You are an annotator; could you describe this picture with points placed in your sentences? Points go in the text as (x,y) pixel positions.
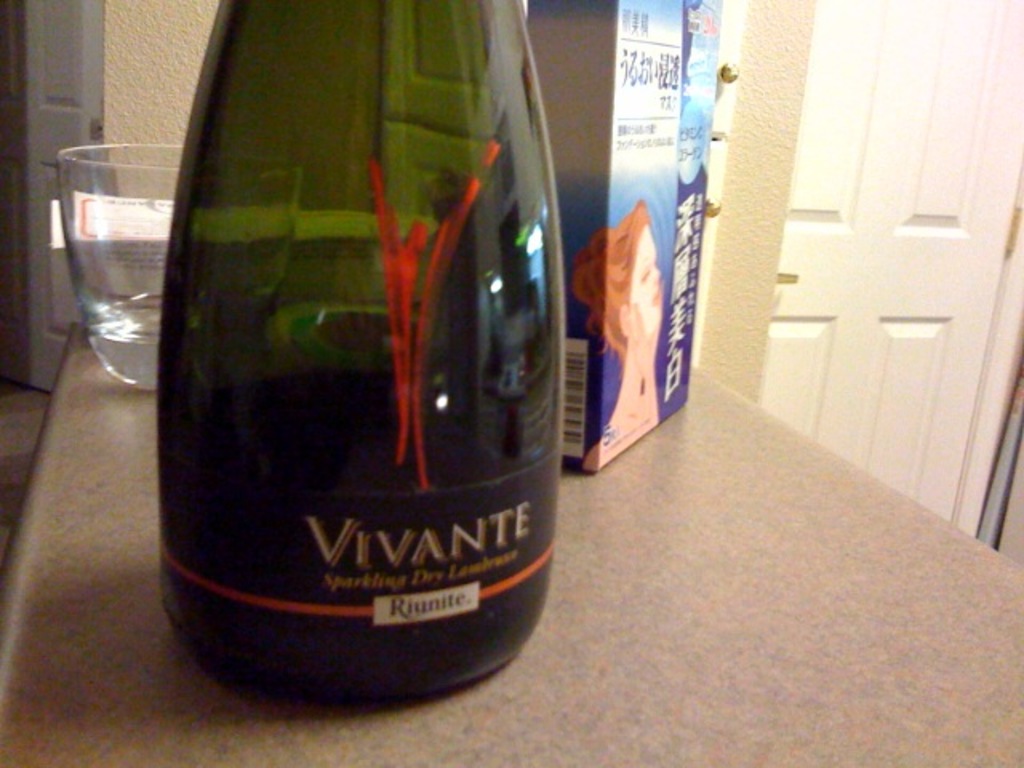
There is a bottle (438,227) on the table (600,478). There is glass (111,248) next to it other side one cover packet (619,169) is there. We can see on the background (743,251) there is a doors (782,339) and walls (770,229).
